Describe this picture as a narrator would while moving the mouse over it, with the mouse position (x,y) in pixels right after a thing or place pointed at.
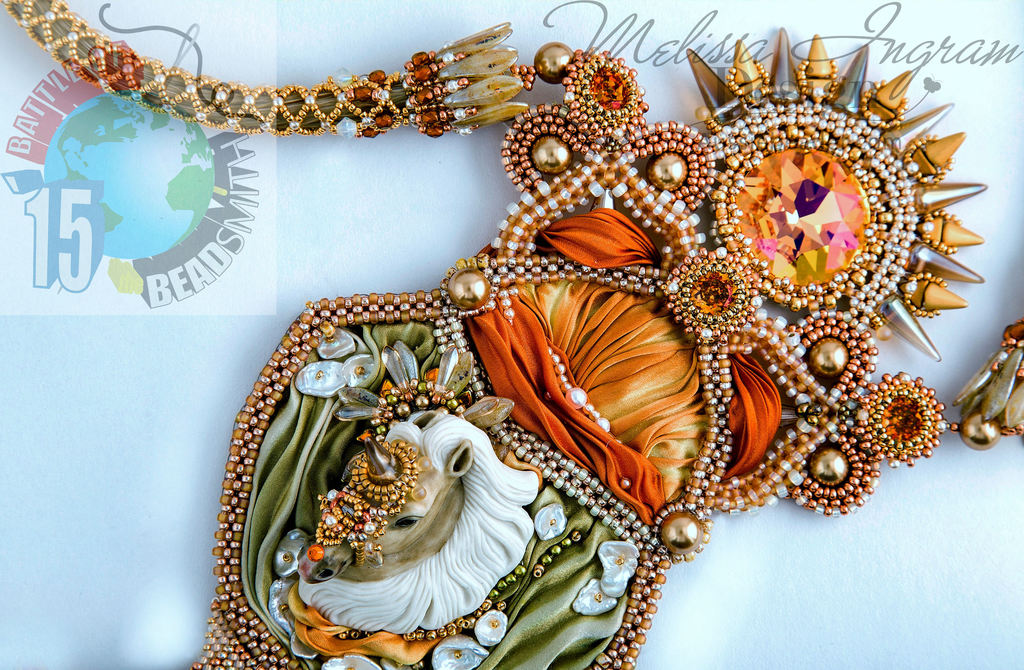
In this image I can see a stones (838,244), beads (393,494), pearls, chain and some different stones (787,283). They are in orange, green and yellow color. Background (84,462) is in blue color. Top I can see a watermark (922,55).
